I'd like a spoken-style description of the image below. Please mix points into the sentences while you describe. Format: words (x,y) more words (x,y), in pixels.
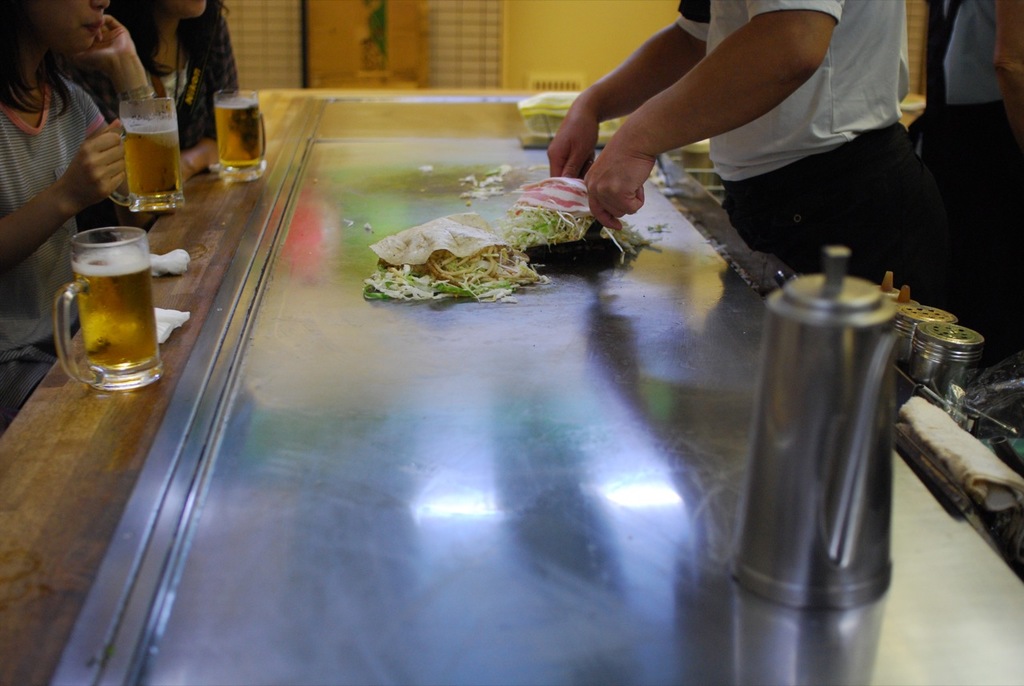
In this image we can see a few persons (98,172), one of them is preparing food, and the other person (75,165) holding a glass of drink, there is a table (160,276), on that we can see a jar (844,386), bottles (957,370), tissues (183,252), two glasses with drink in it, also we can see the wall (559,43), and a curtain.
